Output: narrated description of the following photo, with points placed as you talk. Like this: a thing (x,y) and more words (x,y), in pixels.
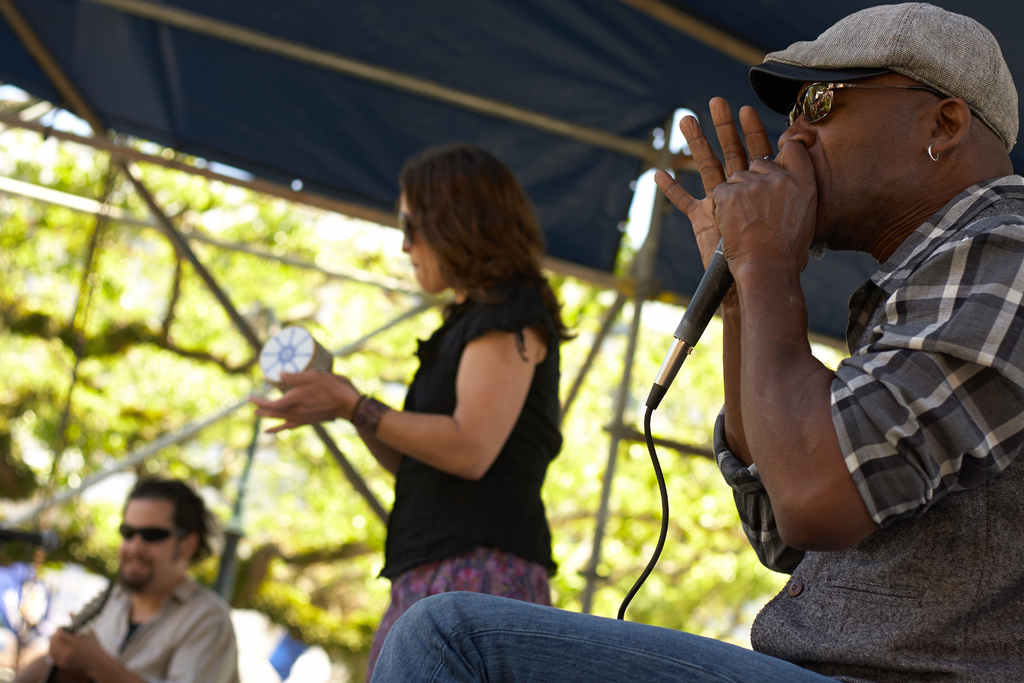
In this image I can see three people (729,135) under the tent (326,108). One person (123,600) is holding guitar (78,620) and another one (734,312) is holding mic (707,284). There are some trees (194,275) outside of the tent (452,118).
